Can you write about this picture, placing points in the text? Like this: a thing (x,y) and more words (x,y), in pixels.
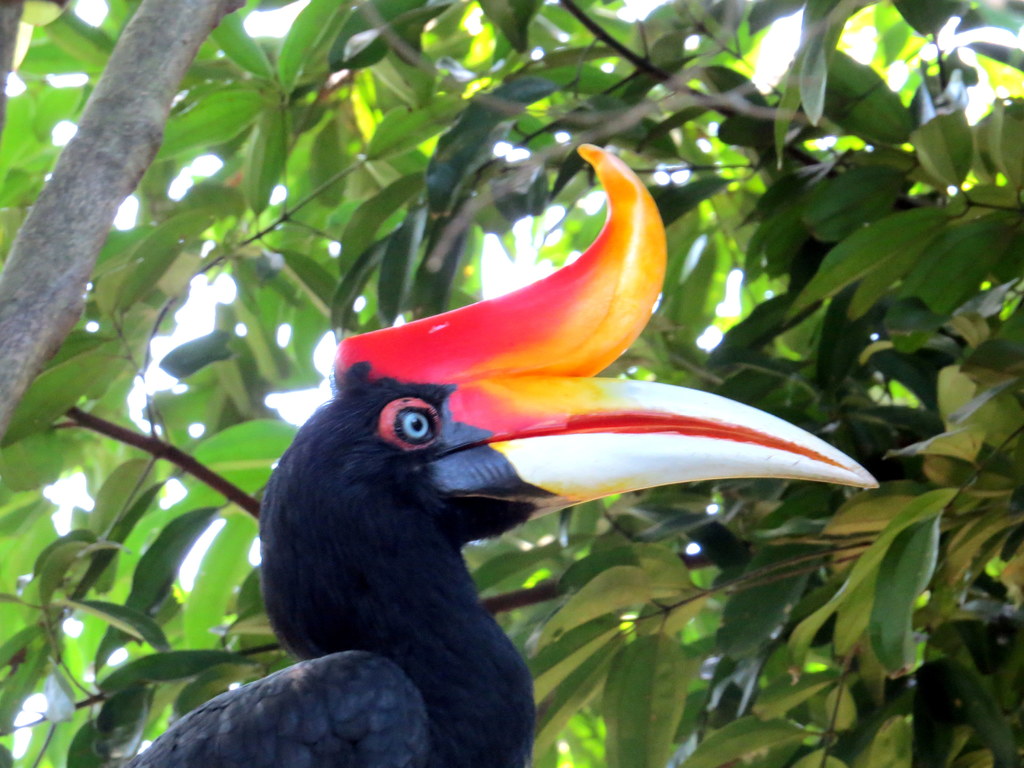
In the picture we can see a bird (333,670) which is black in color with red, yellow and white in color beak (451,435) standing on the stem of a tree (676,663) and behind it we can see full of leaves (167,295) in the tree (164,319).
